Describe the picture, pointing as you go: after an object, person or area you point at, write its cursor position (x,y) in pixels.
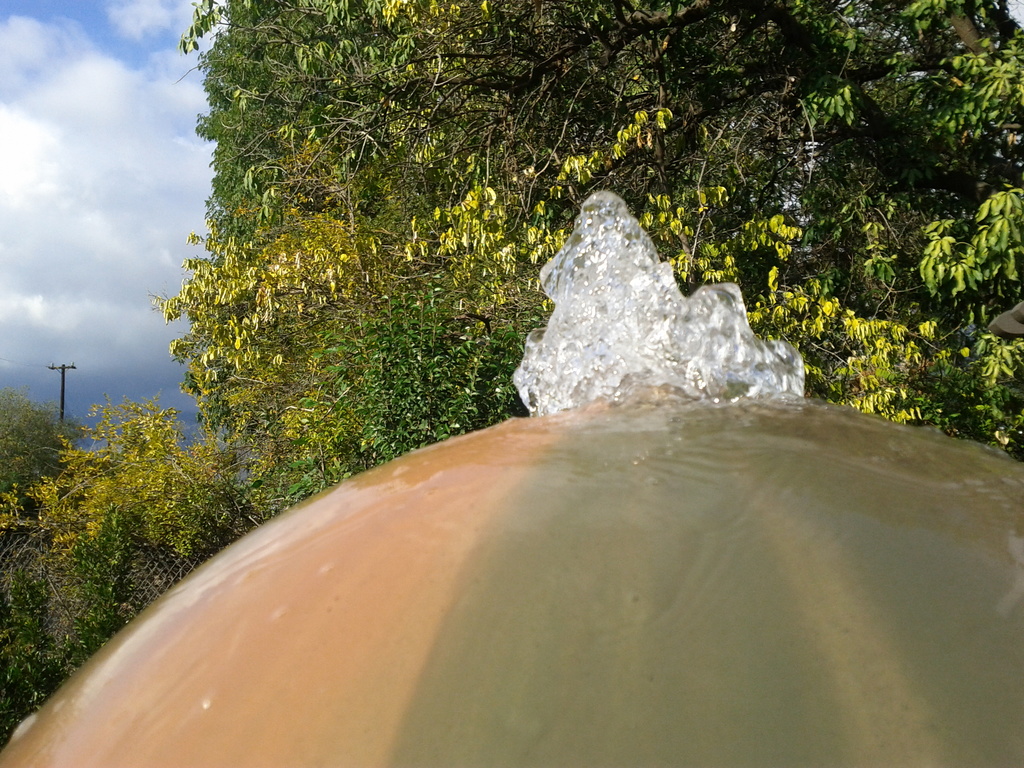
In this picture I can see at the bottom (300,681) it looks like a fountain (650,592), on the right side (866,343) there are trees (475,188). On the left side (86,153) there is the sky (86,197).
